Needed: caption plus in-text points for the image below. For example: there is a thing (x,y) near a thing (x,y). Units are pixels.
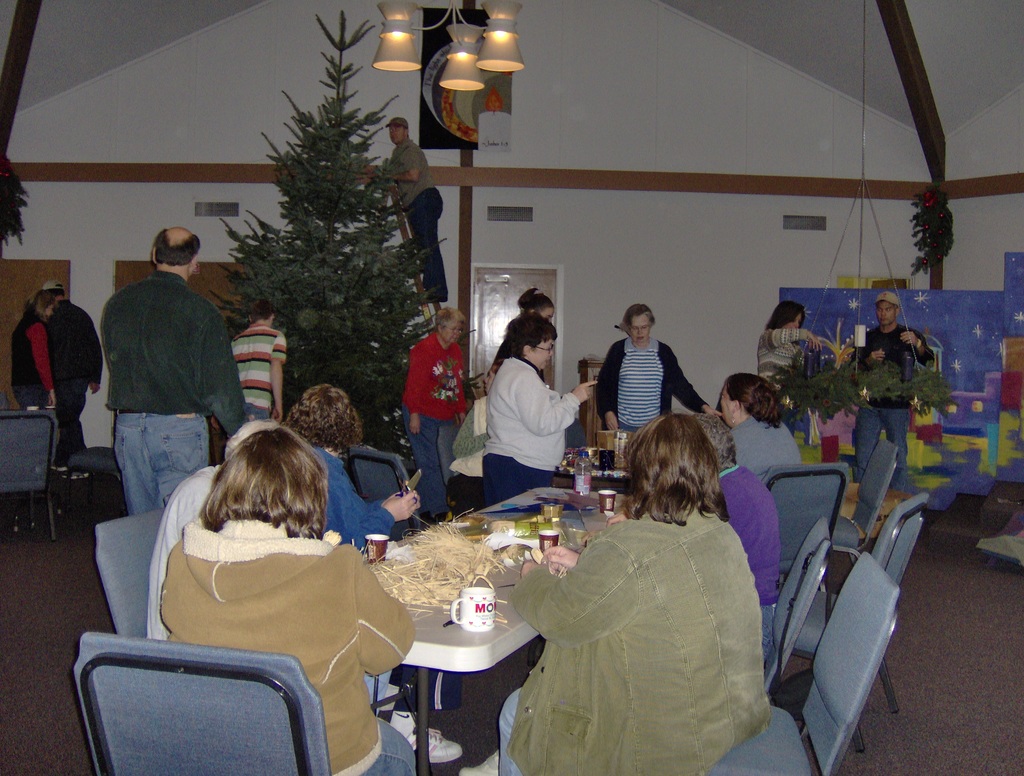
The picture is taken in a closed room (913,661) where in the middle of the picture (659,452) people (246,593) are sitting on the chairs (259,712) and in front of them there is a table (435,643) on which cups (461,619), plates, water bottle (585,469) and grass (442,575) is present and at the left side of the picture (328,301) there is one christmas tree (361,248) placed and one person (426,295) is on the ladder (402,224) behind the tree (368,204) and there are two people (39,387) standing at the corner and at the right corner of the picture (943,381) two people (872,461) are arranging a wreath (854,389) hanged from the ceiling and behind them there is a big wall (872,251) and a door (504,321).
